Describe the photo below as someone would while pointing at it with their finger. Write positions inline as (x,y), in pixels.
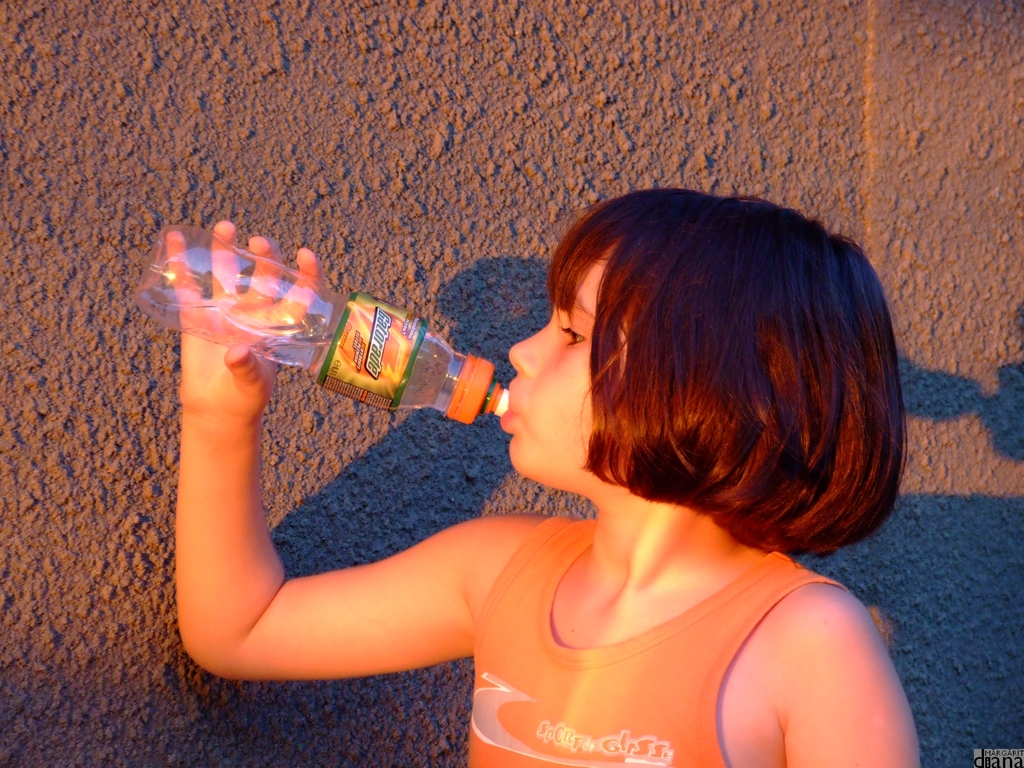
In this picture I can see a child (626,361) who is holding a bottle (164,308) near to the mouth (514,419) and I can see a sticker (340,355) on the bottle (286,323). In the background (25,257) I can see the wall (940,246) and I can see a shadow (1009,688). On the right bottom corner of this picture (1007,763) I can see the watermark (1019,751).
